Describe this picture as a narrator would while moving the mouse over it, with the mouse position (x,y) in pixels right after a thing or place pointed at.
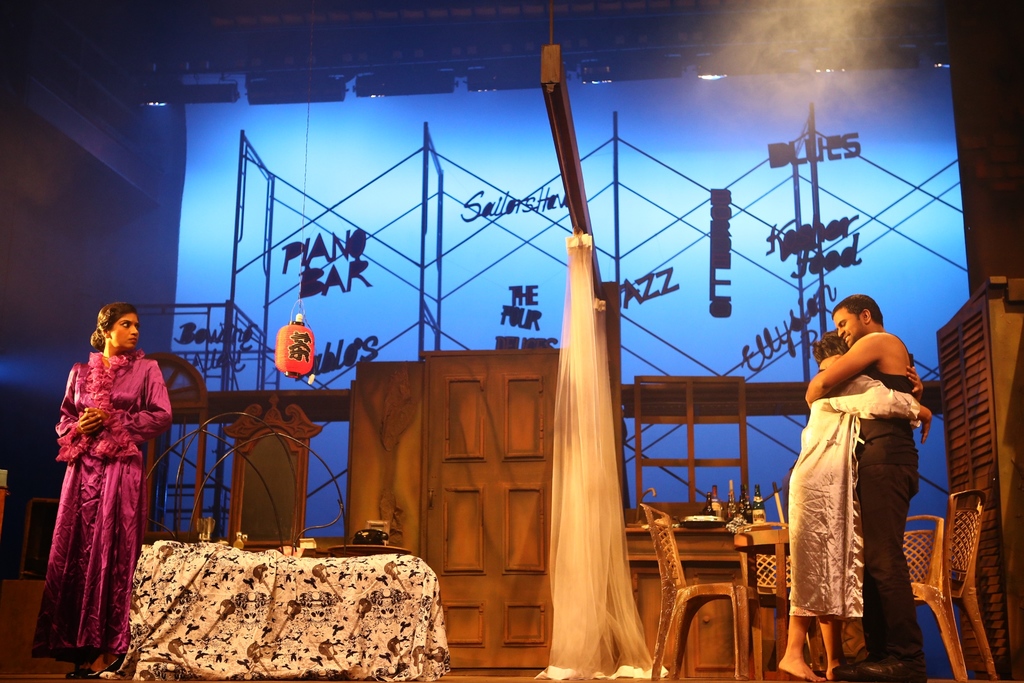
In this picture we can see chairs (750,598), curtain (606,526) and three people (889,541). It seems like they are performing a role play on the platform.
